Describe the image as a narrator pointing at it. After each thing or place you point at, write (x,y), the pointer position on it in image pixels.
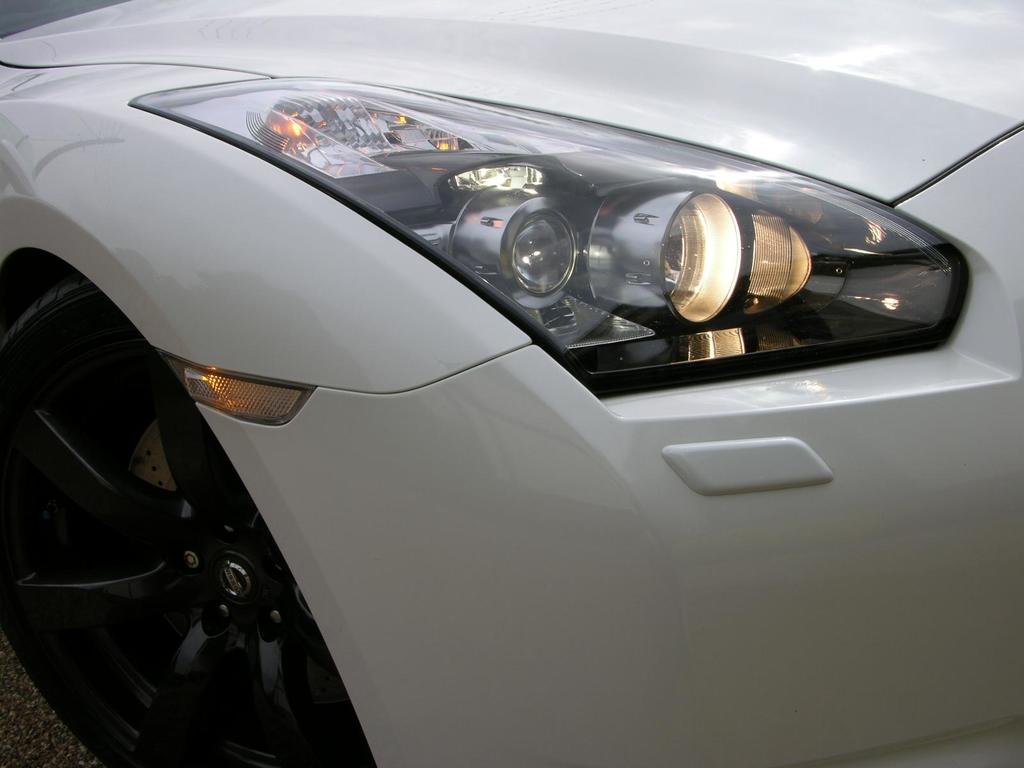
This image is a zoomed in picture of a car (235,383). At the bottom of the image (47,754) there is road (34,752).
